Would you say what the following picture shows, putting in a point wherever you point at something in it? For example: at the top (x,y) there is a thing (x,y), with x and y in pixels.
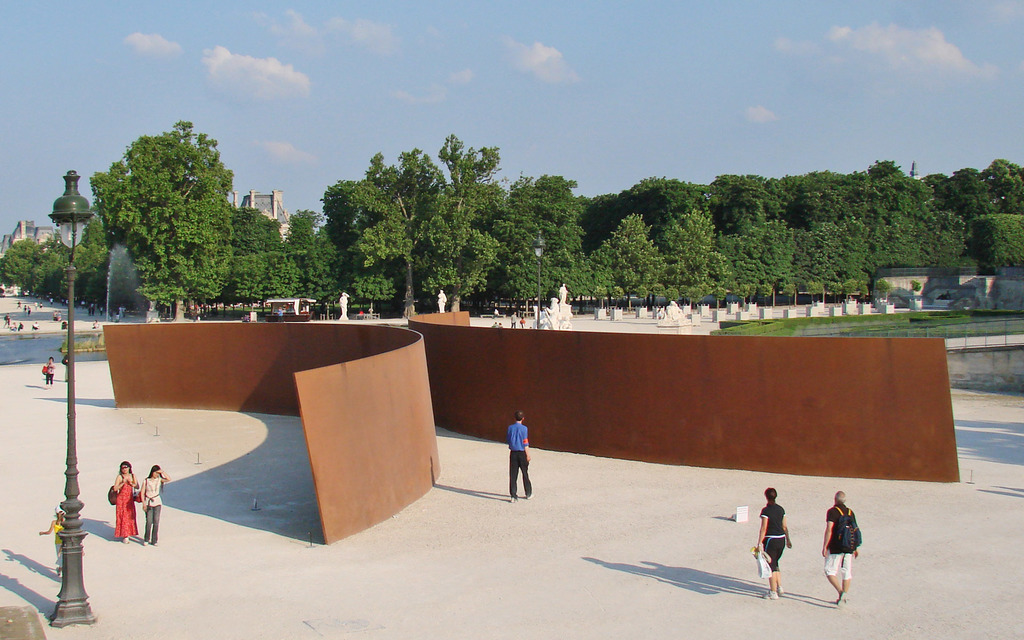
On the left side (125,520), there are two women (145,484) walking on a road (173,611). Beside them, there is a light (75,230) attached to a pole (80,523). On the right side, there are three persons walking on the road (624,586) and there are two brown color objects (322,405). In the background (200,183), there are trees (359,204), poles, persons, water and there are clouds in the sky (179,44).
